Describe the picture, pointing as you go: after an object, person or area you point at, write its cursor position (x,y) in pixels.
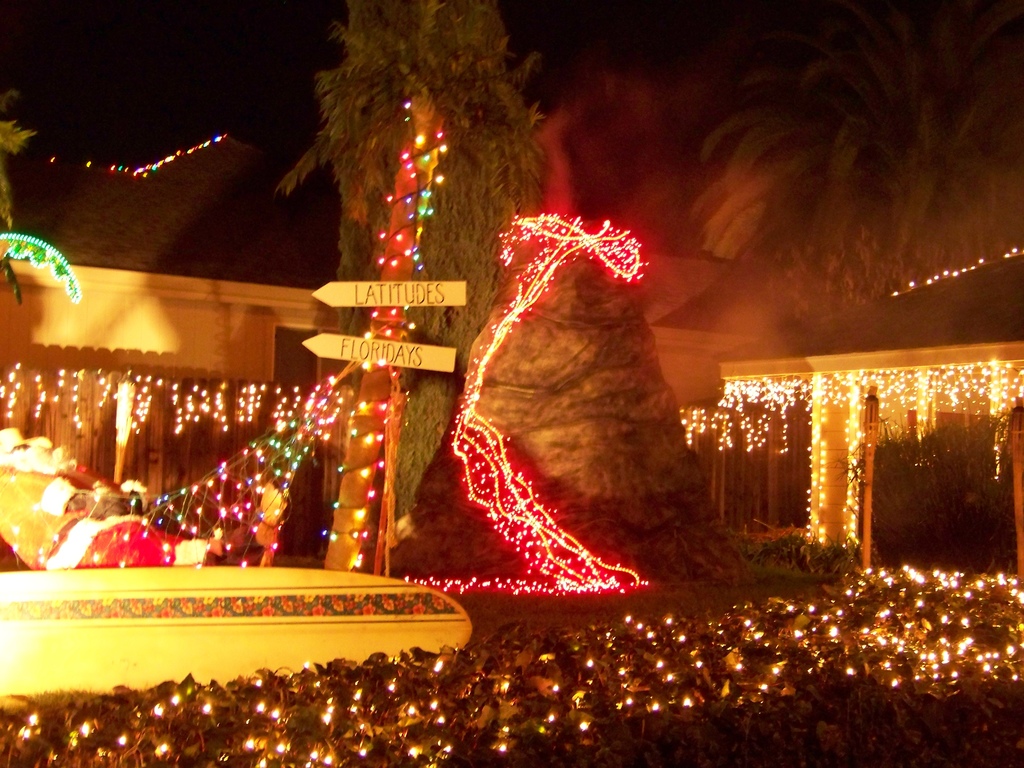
In the center of the image (471,387) we can see trees (805,212) and there are lights (851,474). At the bottom (325,687) there are bushes (690,648). In the background (719,377) there is a shed (258,349). At the top (176,98) there is sky (219,63).
